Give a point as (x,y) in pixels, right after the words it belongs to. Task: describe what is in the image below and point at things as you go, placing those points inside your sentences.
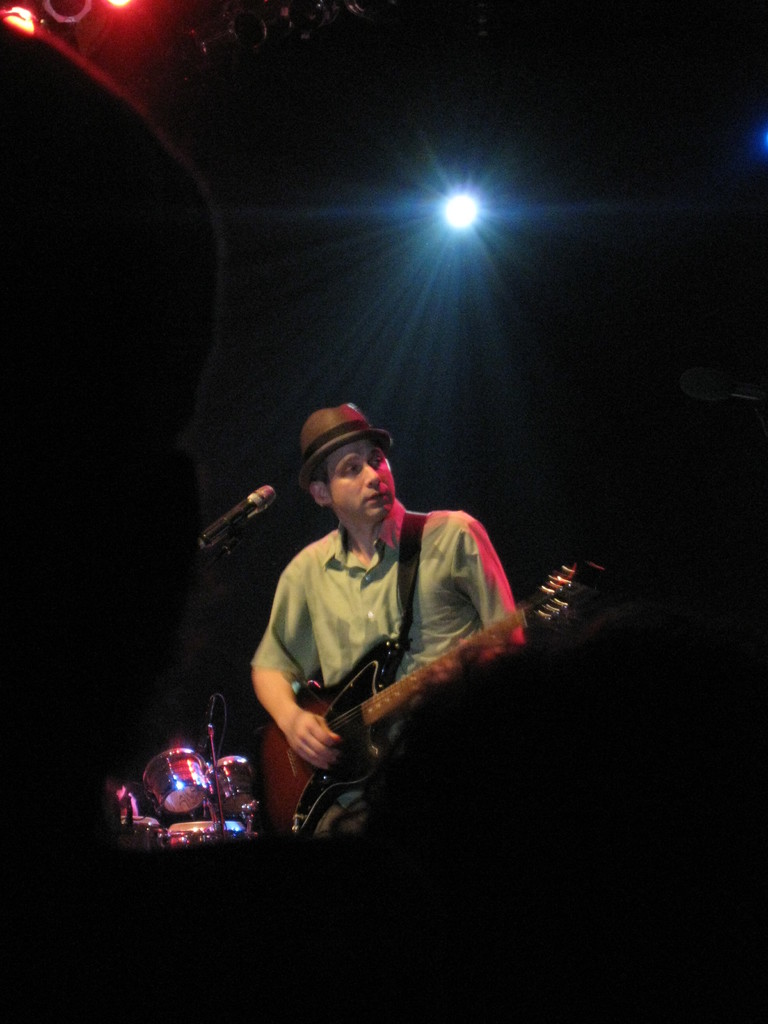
In this image, In the middle (456,561) there is a man (444,526) standing and he is holding a music instrument (378,699) which is in black color and there is a microphone (237,523) which is in black color, In the background (484,262) there is a light (478,216) which is in blue color.
